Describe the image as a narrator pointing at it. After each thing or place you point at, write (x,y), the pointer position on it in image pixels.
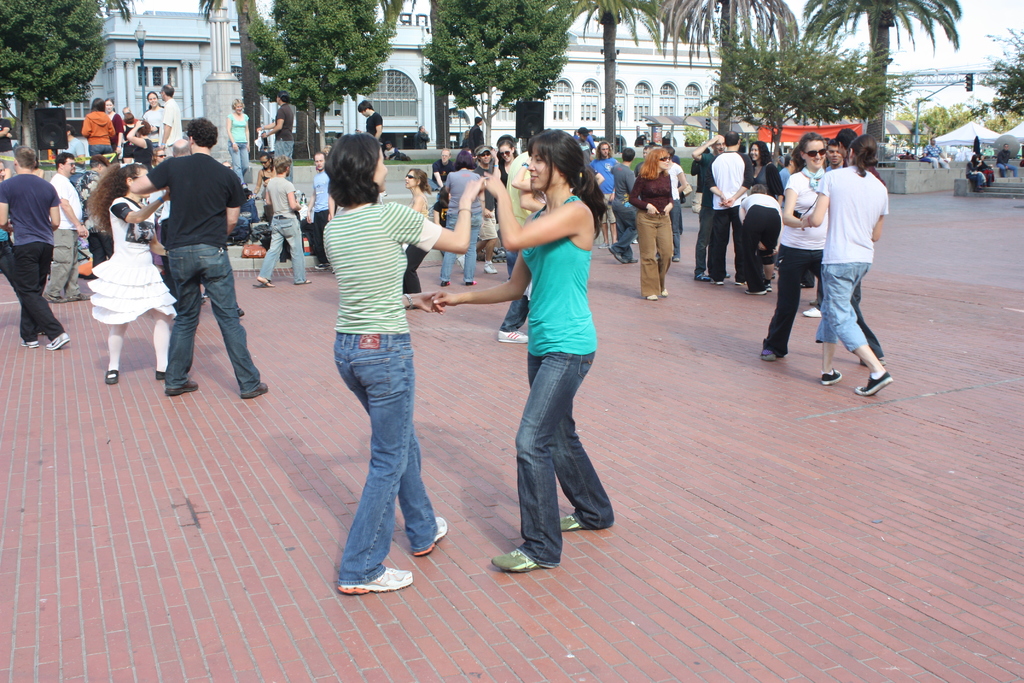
As we can see in the image, there are group of people (417,237) dancing and there are few trees (740,106). In the background (169,53) there is a white color building (168,51).
